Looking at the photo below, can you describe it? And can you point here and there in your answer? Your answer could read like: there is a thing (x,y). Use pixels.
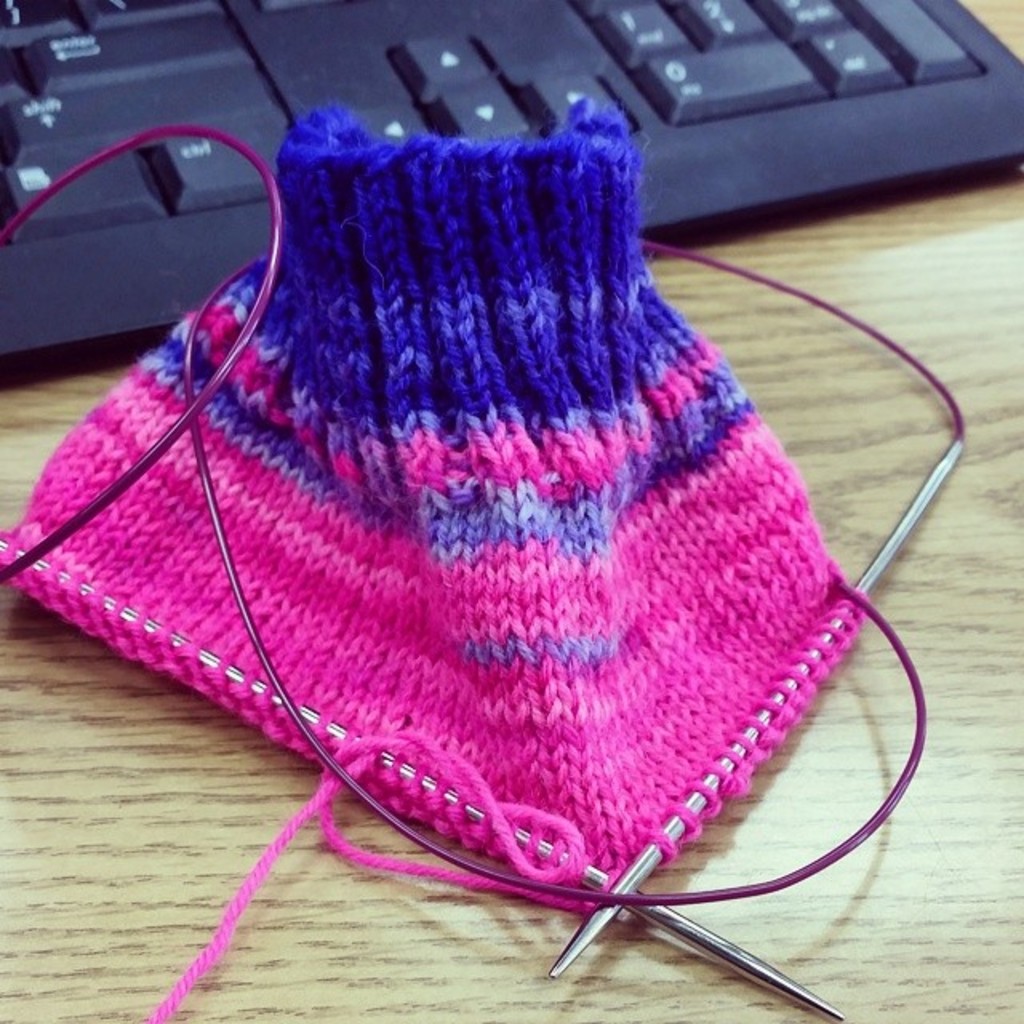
In this picture we can see cloth (399,393), knitting needles (661,914) and keyboard (798,153) on the wooden platform (1000,442).
